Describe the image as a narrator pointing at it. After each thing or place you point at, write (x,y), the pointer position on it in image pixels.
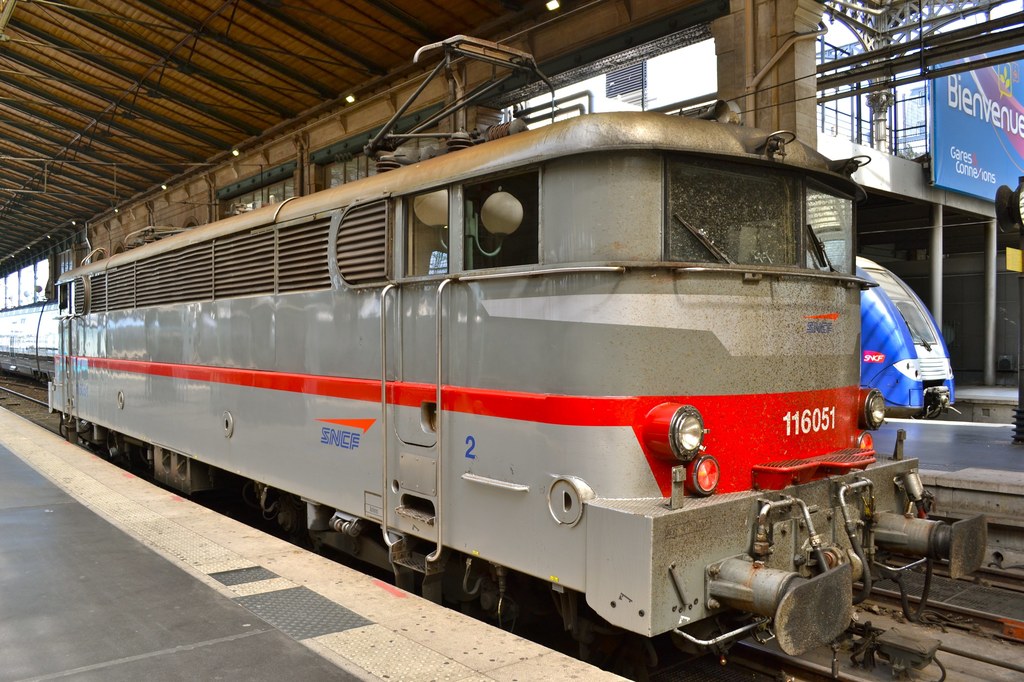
In the foreground of this image (501,503), there is an engine (489,513) on the track (843,670). On the left (98,595), there is a platform (90,559). At the top (218,105), there is shed (63,34). In the background (894,334), there is another train (896,355), platform (998,453), banner (992,131) and the poles (986,240).
